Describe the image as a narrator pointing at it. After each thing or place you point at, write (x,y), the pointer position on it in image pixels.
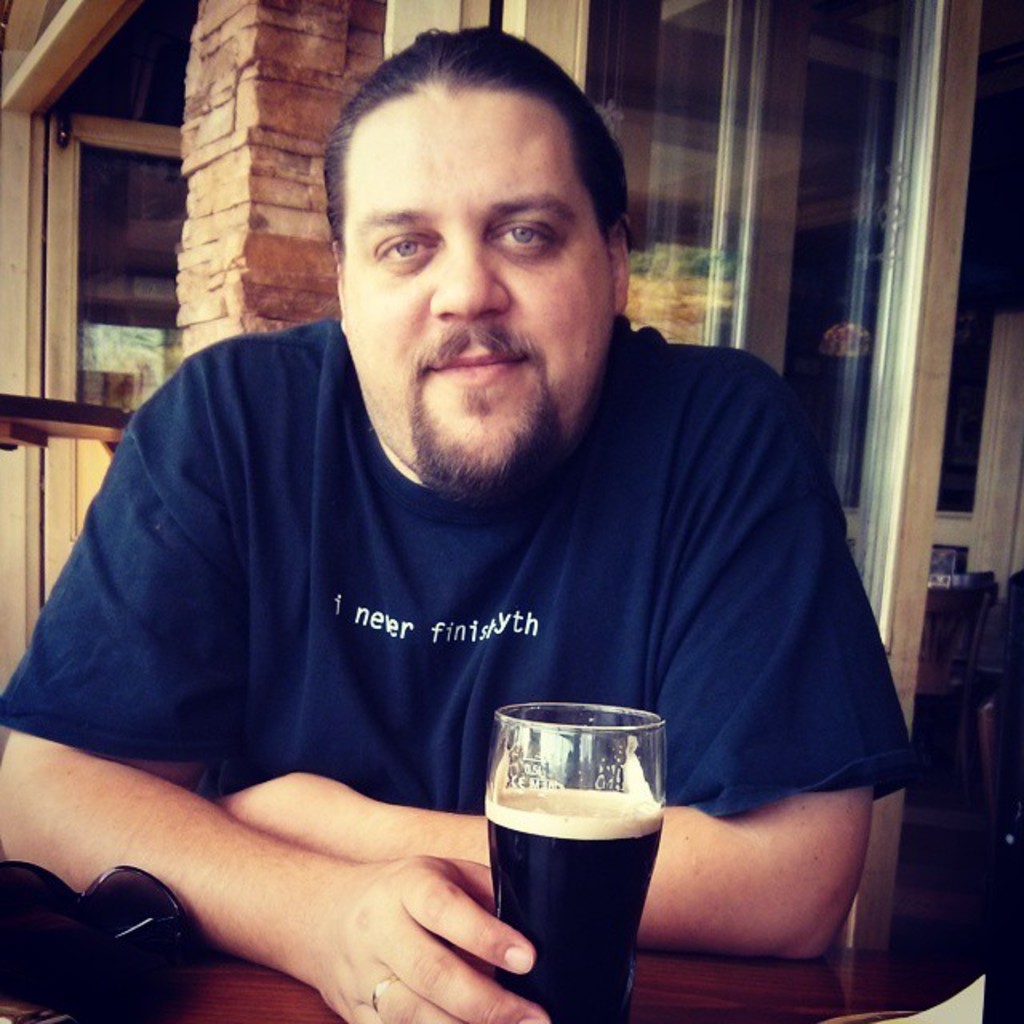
In this picture we can see man (400,723) sitting on chair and holding glass (502,818) with drink (513,798) in it in his hand (481,881) and he is smiling and in background (161,235) we can see pillar (230,35), doors (151,153), windows (844,28).
